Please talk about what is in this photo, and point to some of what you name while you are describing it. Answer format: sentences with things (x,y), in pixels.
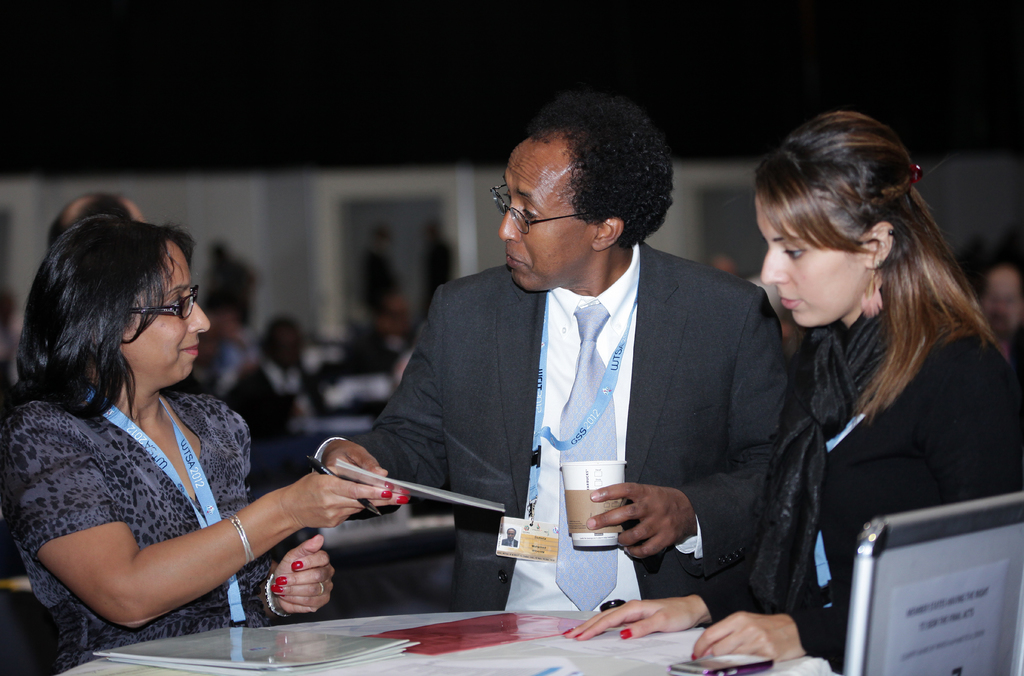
In this image in the front (680,414) there are persons (761,421) standing. In the center (660,447) there is a man (635,442) standing and holding a glass (572,501) and a book (504,509) in his hand (647,532). On the left side (139,514) there is a woman (90,518) standing and smiling. In the front (451,660) there is a table (440,658). On the table (424,662) there are books (297,650) and the background (293,278) is blurry.
